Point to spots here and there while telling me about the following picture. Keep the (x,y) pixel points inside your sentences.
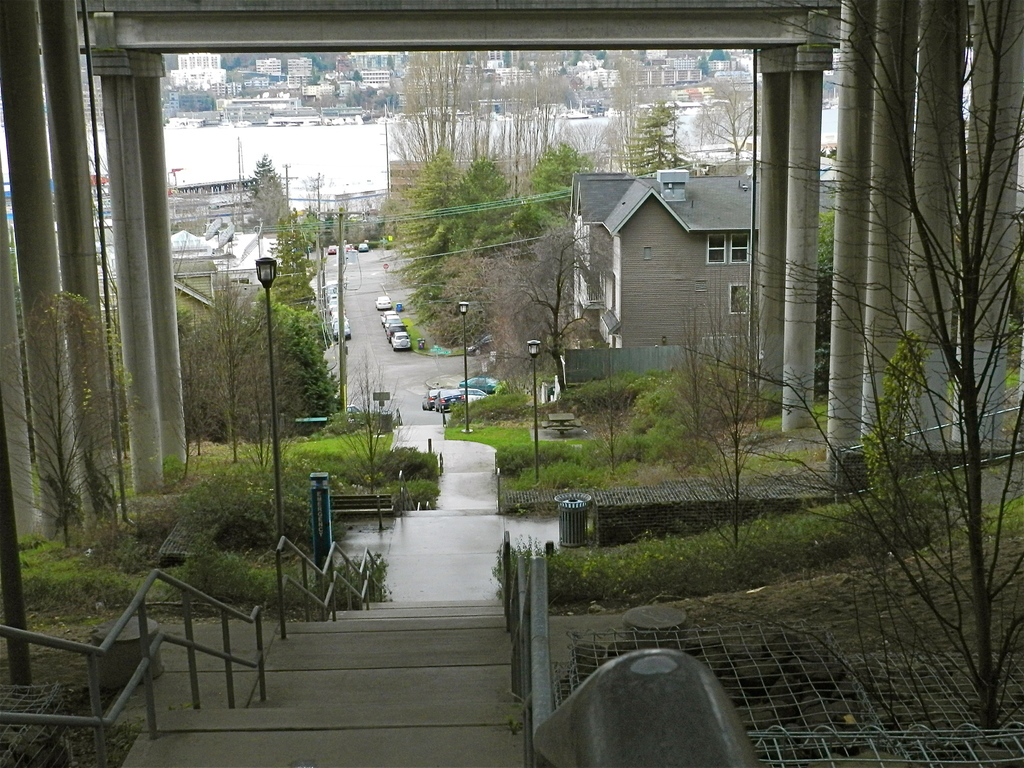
In this image I can see the stairs (277,718) and the railing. To the right (778,714) I can see the net (795,712). On both sides I can see the many trees (556,307) and pillars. In the background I can see the poles (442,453) and vehicles (349,332) on the road (364,322). On both sides of the road (364,340) I can see the buildings (620,305) and trees (515,299). I can also see the water (308,168), many buildings (334,89) in the back (654,75).
